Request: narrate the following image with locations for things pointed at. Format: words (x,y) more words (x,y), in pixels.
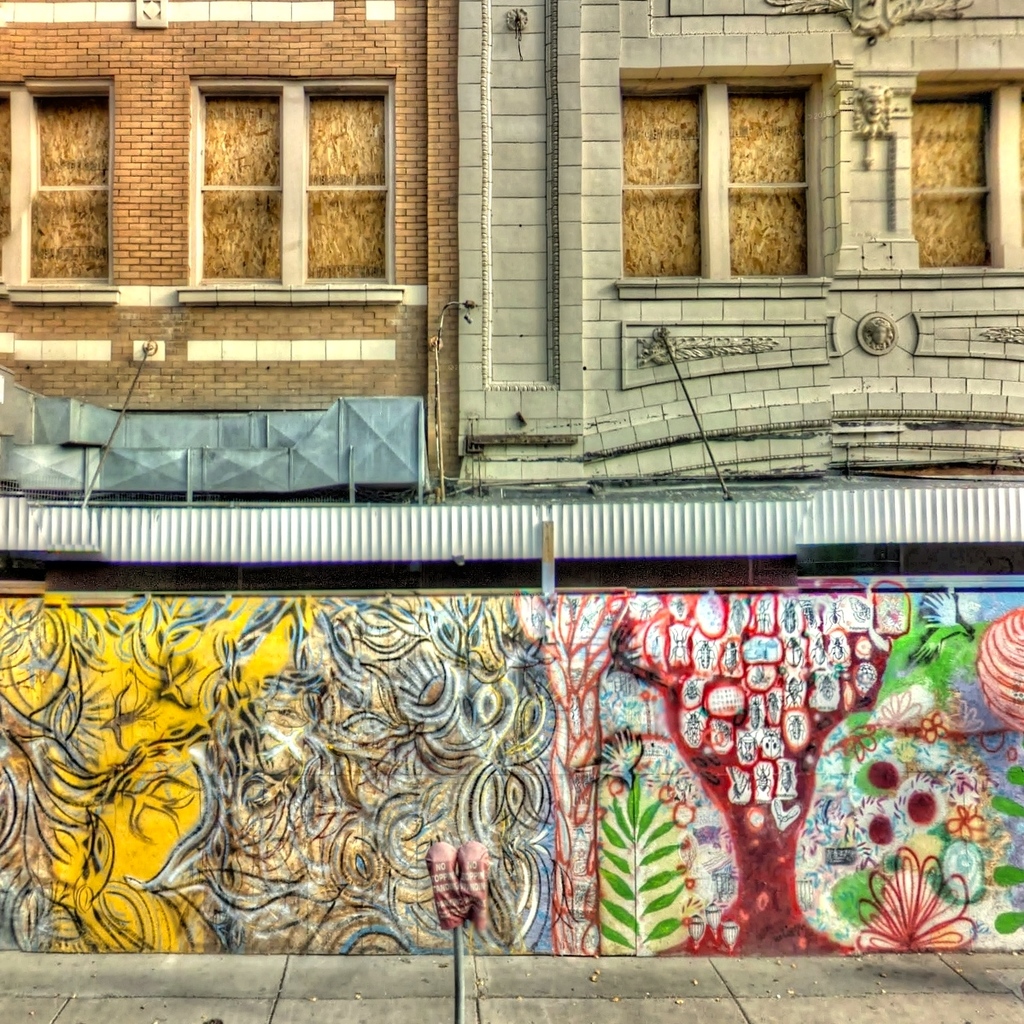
In the center of the image (483,658) we can see a wall (283,735). On wall (300,710) graffiti (430,726) is there. At the top of the image (419,273) wall (419,257), windows (726,244) are there. At the bottom of the image (613,986) ground (652,981) is there.
